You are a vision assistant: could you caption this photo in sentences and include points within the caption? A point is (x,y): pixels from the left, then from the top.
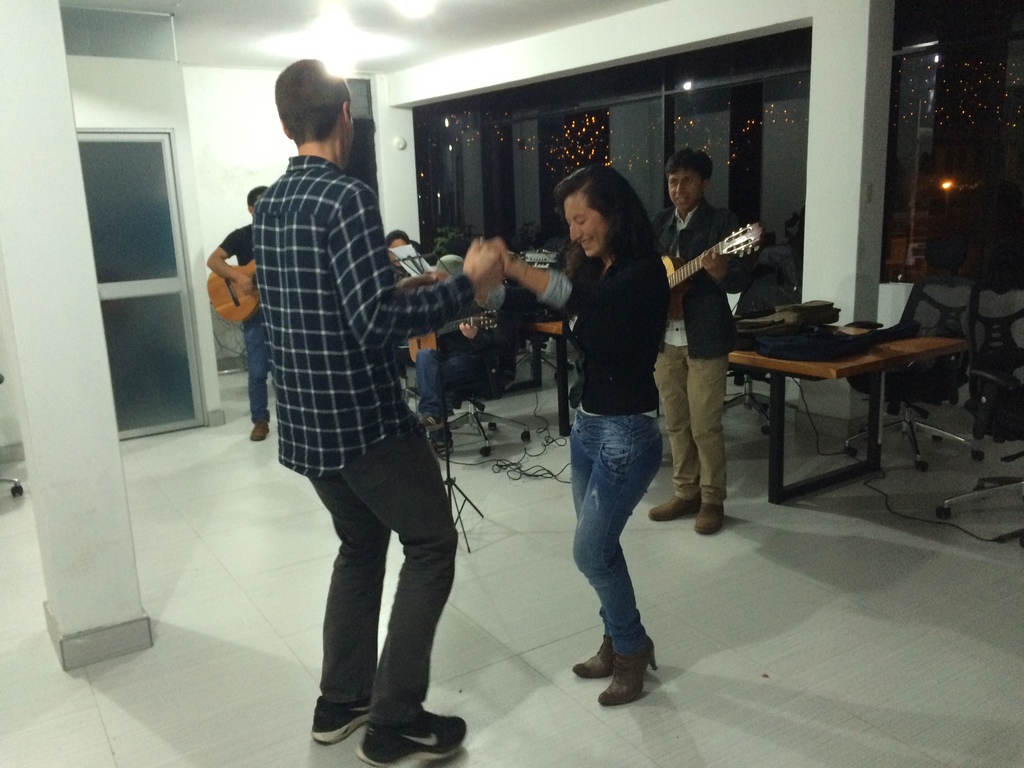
In this image we can see a man (381,325) and a woman (588,303) dancing, in the background (703,223) we can see two people (719,233) playing guitar (735,236) and one man (471,340) sitting on chair (468,372), on right side of image (773,366) we can see a table (780,364) and there are some bags (817,355) on the table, on the right side of the image (912,170) there is a window (895,155), we can see a pillar (98,412) here, on the top of the image (348,52) there is a light (345,46).
